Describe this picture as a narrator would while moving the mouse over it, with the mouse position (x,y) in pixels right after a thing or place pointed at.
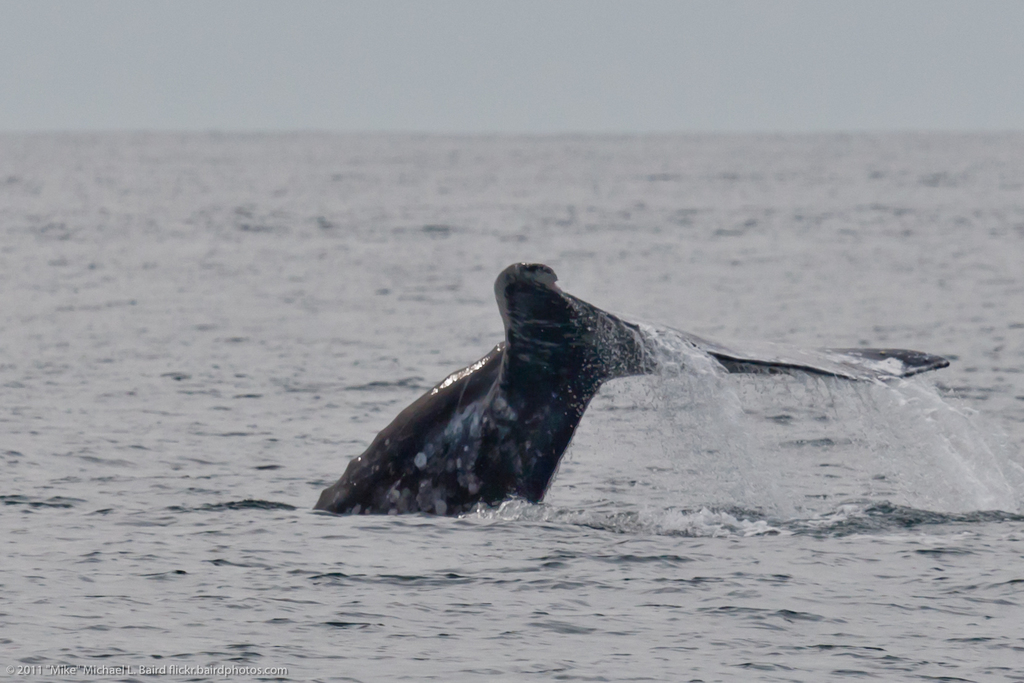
In the picture we can see ocean water (385,543) in it, we can see a part of the fish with tail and in the background (430,126) we can see a sky (445,123).
